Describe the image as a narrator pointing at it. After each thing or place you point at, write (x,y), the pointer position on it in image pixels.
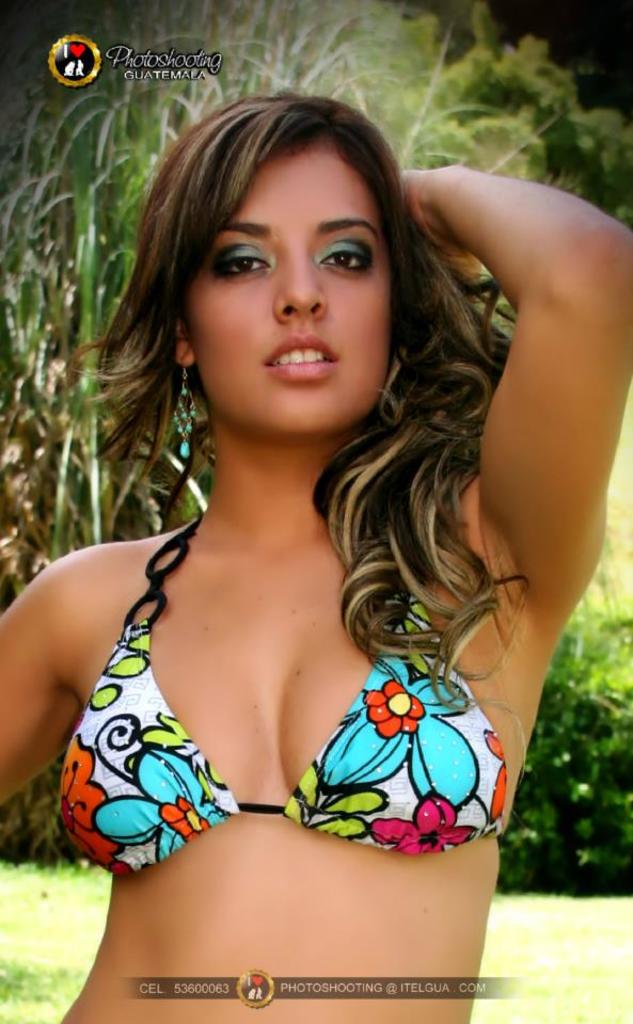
In the front of the image (402,644) I can see a woman (415,738). In the background of the image (38,951) there are plants (101,279) and grass (79,940). At the top of the image (108,82) and at the bottom of the image (397,983) there are watermarks (416,980).
